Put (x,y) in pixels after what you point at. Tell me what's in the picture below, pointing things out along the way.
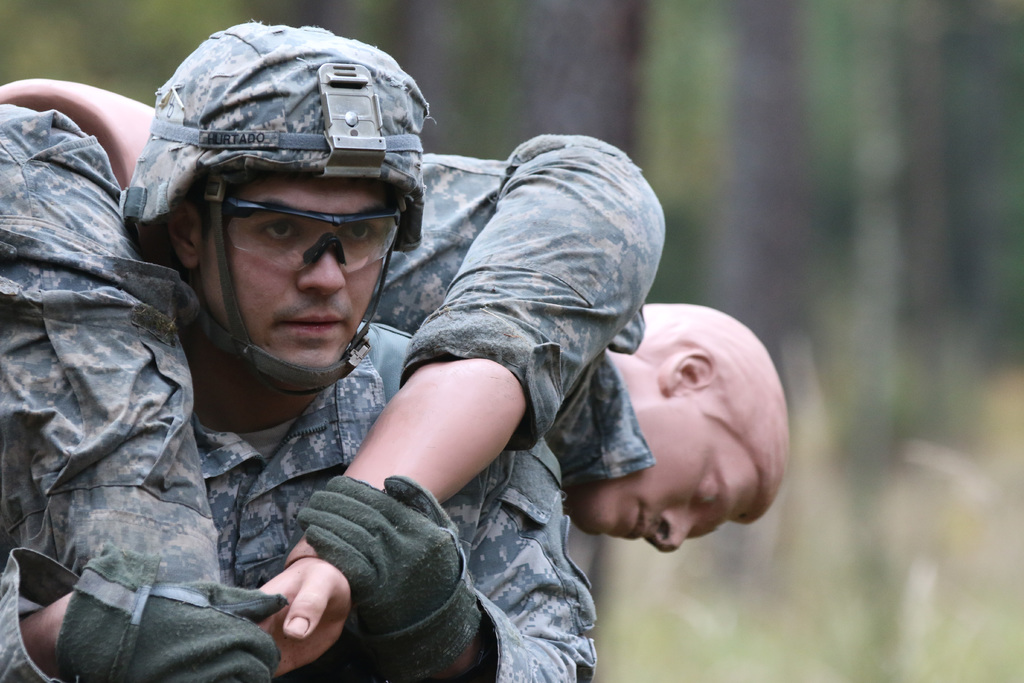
In this picture we can see a person (273,468) and a mannequin (184,420), one person (278,454) is wearing a goggles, gloves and in the background (1019,539) we can see it is blurry.
